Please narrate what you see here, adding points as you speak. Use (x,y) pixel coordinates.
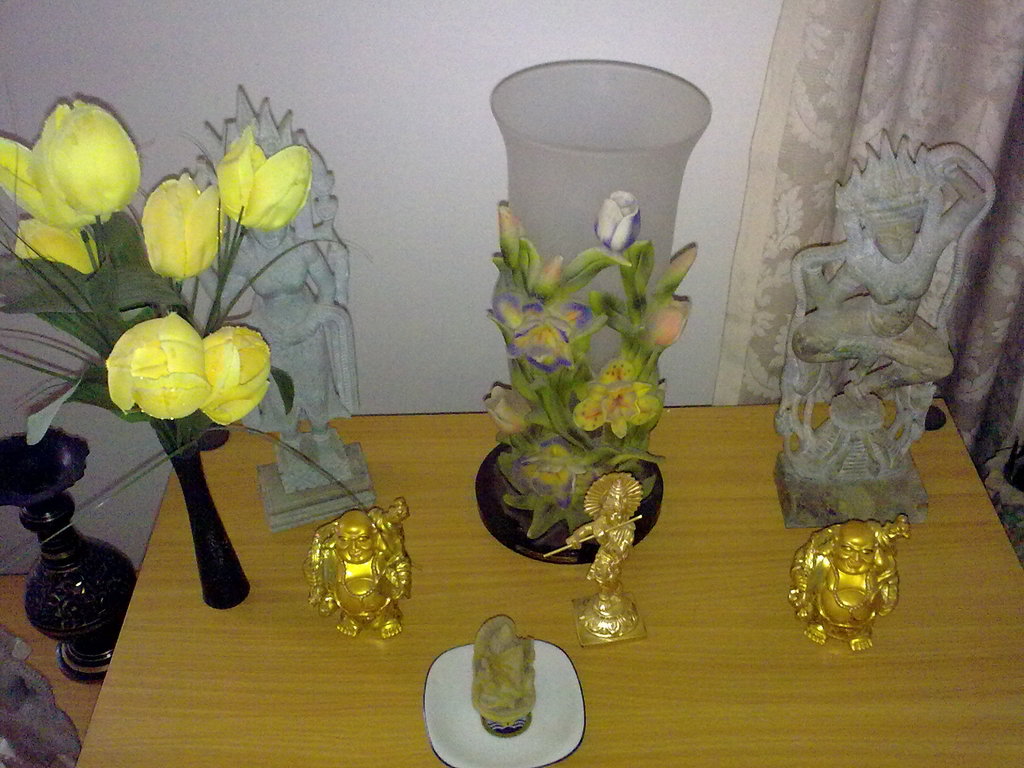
In this image I can see a table (159,607) and on it I can see few sculptures (505,635), a lamp (495,530), few yellow colour flowers (173,399) on the left side (164,289) and on the bottom side (565,681) I can see a white colour thing (470,645). I can also see a vase (72,439) on the left side of this image (134,598) and on the right side (790,327) I can see a curtain (907,46).
